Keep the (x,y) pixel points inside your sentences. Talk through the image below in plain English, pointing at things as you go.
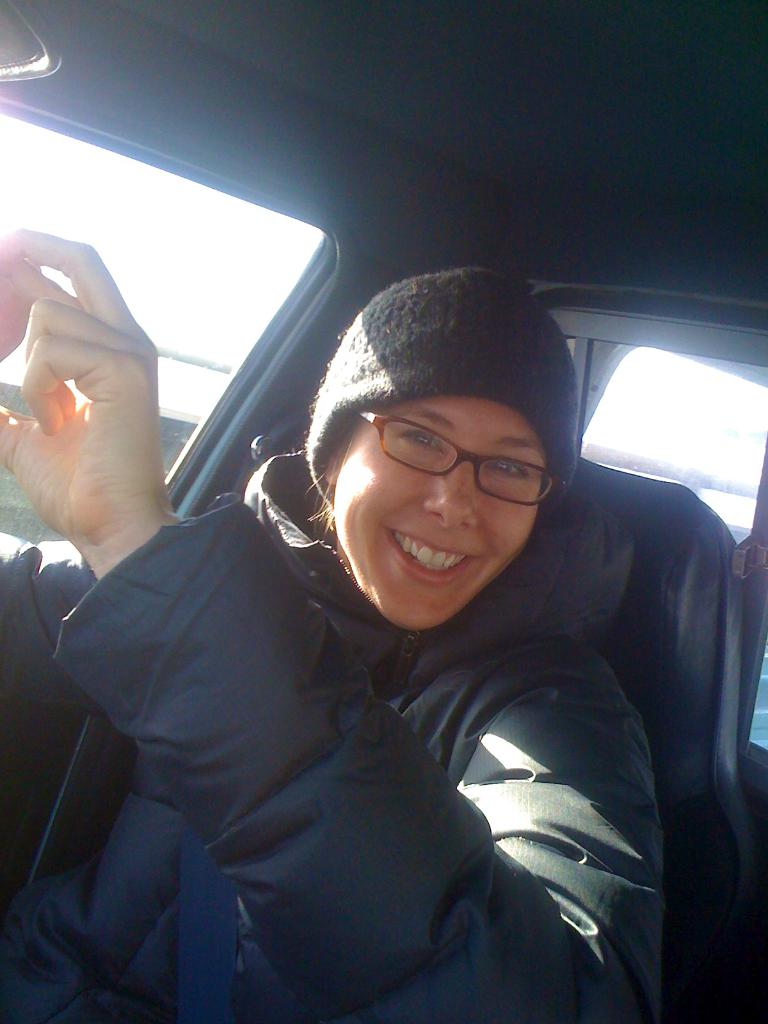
This image consists of a girl (355,725) wearing a jacket (423,756). She is sitting in a car (723,909). On the left (9,185), we can see a window (184,331).
